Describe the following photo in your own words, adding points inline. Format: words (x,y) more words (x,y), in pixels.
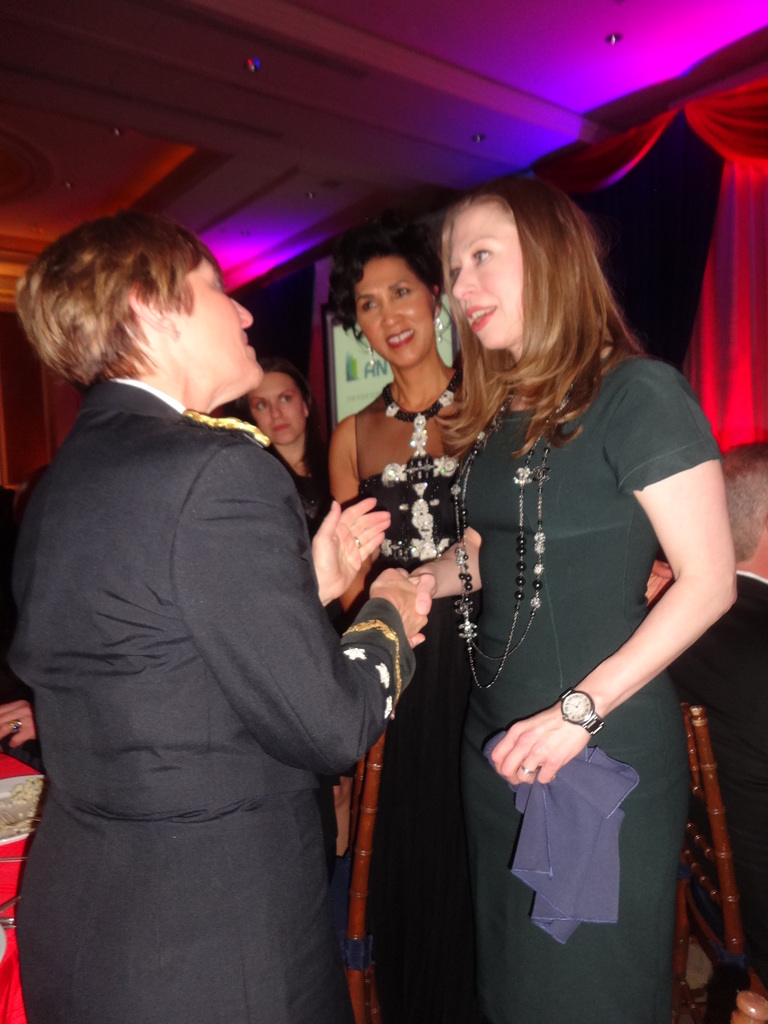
In the foreground of the picture (296,490) there are four women (296,490) standing, they are talking to each other. On the right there is a chair (719,841). At the top right (753,210) it is curtain (715,180). At the top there are lights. On the left (1,882) there is a red color object (6,874).
